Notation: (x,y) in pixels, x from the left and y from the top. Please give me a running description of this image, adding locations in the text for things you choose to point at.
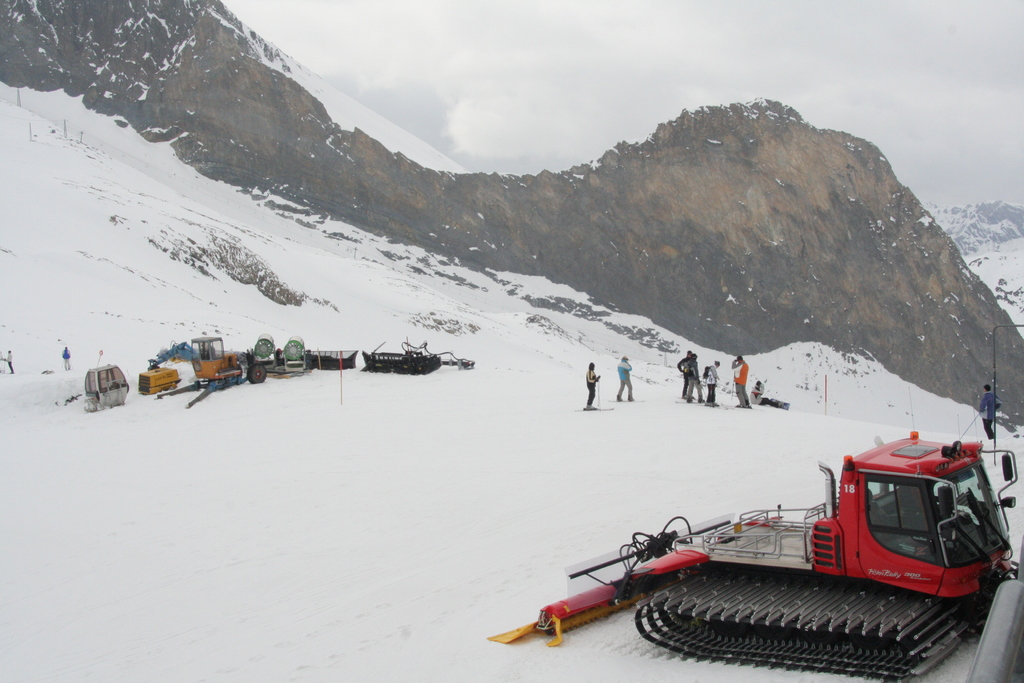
In this image I can see the vehicle (666,570) on the snow (216,535). To the left (260,357) I can see one more vehicle (193,386) and few objects (107,401). In the back (741,382) there are group of people (589,394) standing and wearing the different color dresses (741,382). In the back (569,256) there are mountains (659,130), clouds (699,12) and the grey sky (804,77).
